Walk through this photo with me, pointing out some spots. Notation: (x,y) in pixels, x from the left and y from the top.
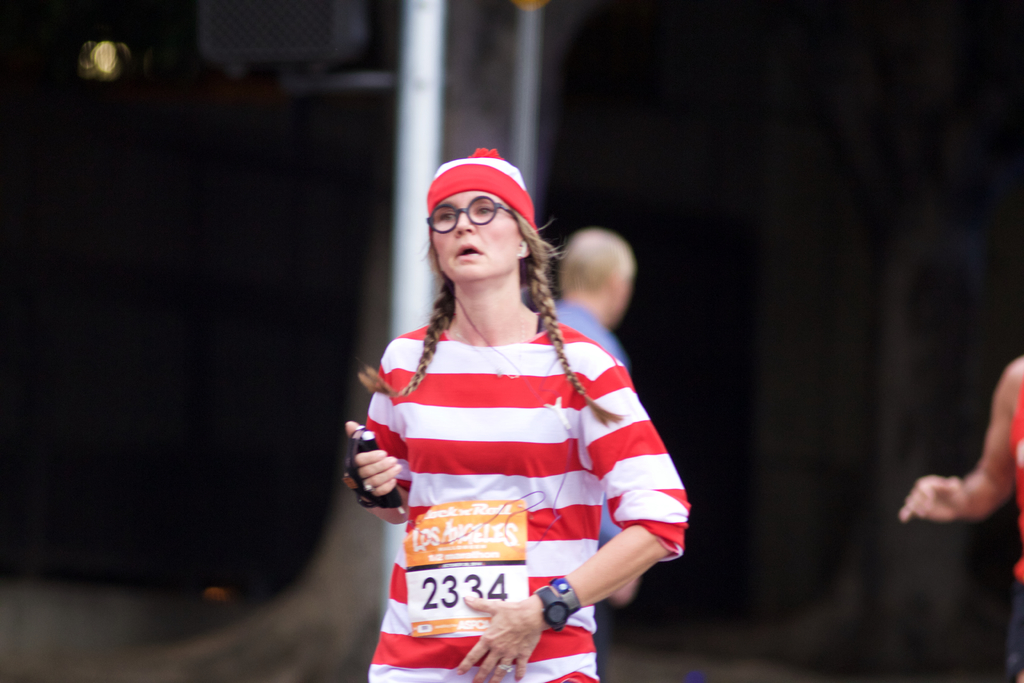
In the middle of the picture (499,359), we see a woman (584,376) in the white and the red T-shirt (516,434) is standing. We see a poster (431,508) with numbers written on it is pasted on the T-shirt (483,422). She is wearing a cap (493,186) and the spectacles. Behind her, we see the poles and a man (584,263) in the blue shirt (584,314) is standing. On the right side (1017,394), we see a person (966,482) is standing. In the background (1022,132), it is black in color.
